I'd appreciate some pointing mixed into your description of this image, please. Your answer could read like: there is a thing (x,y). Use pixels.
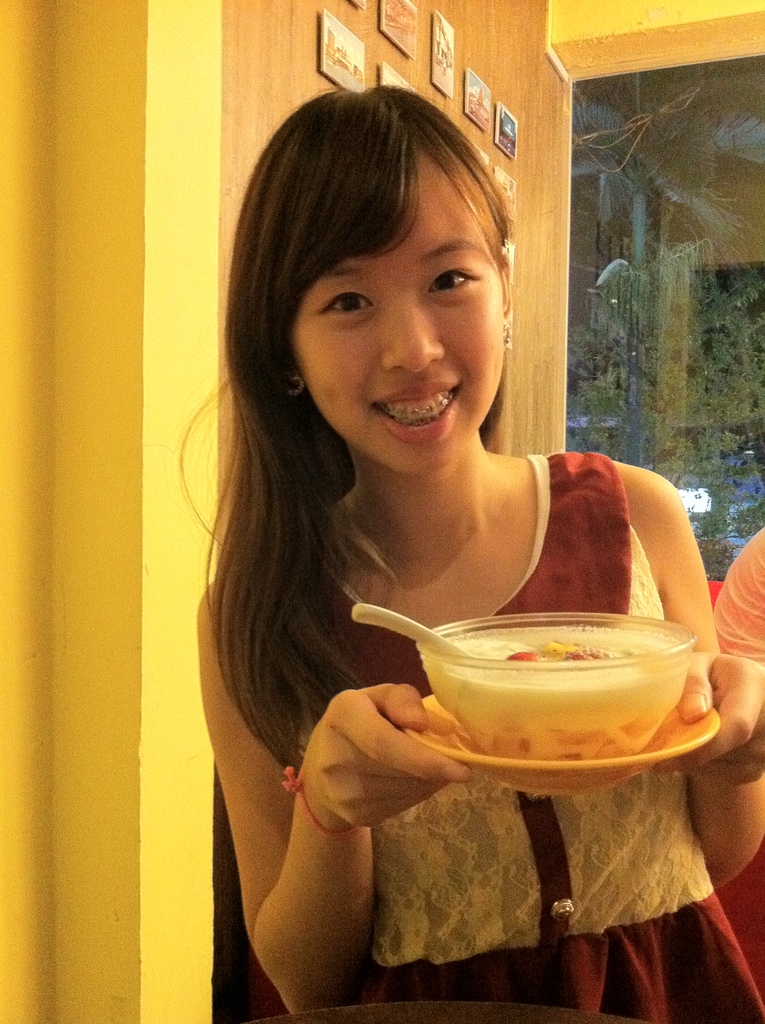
In this image I can see a person (402,583) smiling, holding a plate (516,774) which contains a bowl (445,660) of food item (649,678) and a spoon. There are photo frames (472,117) on a wall (454,62) and a glass (701,277) at the back (659,359).
